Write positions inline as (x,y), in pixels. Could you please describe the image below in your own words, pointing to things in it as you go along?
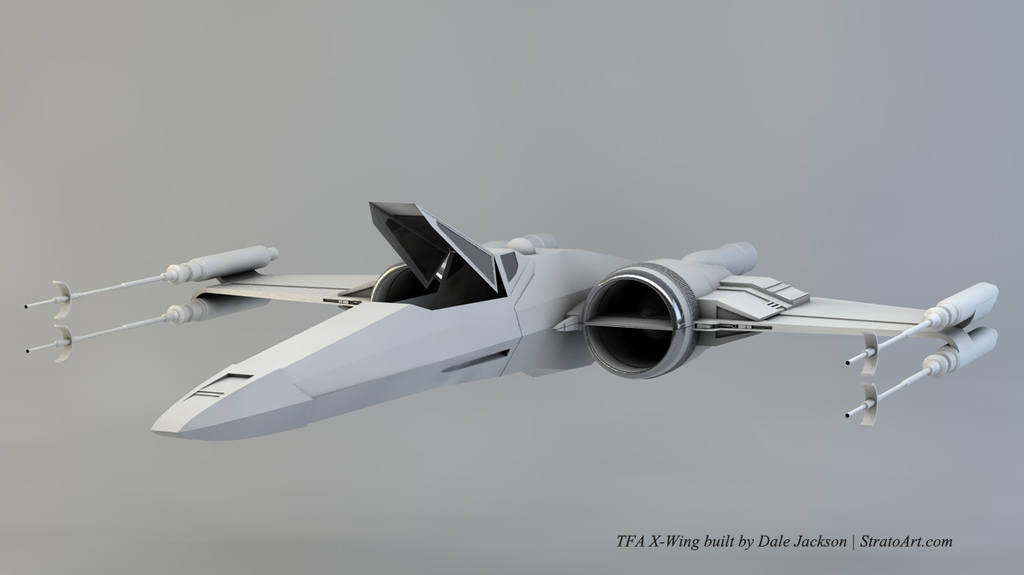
In this picture I can see the animated image of a plane (408,309). At the bottom right corner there is a watermark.
